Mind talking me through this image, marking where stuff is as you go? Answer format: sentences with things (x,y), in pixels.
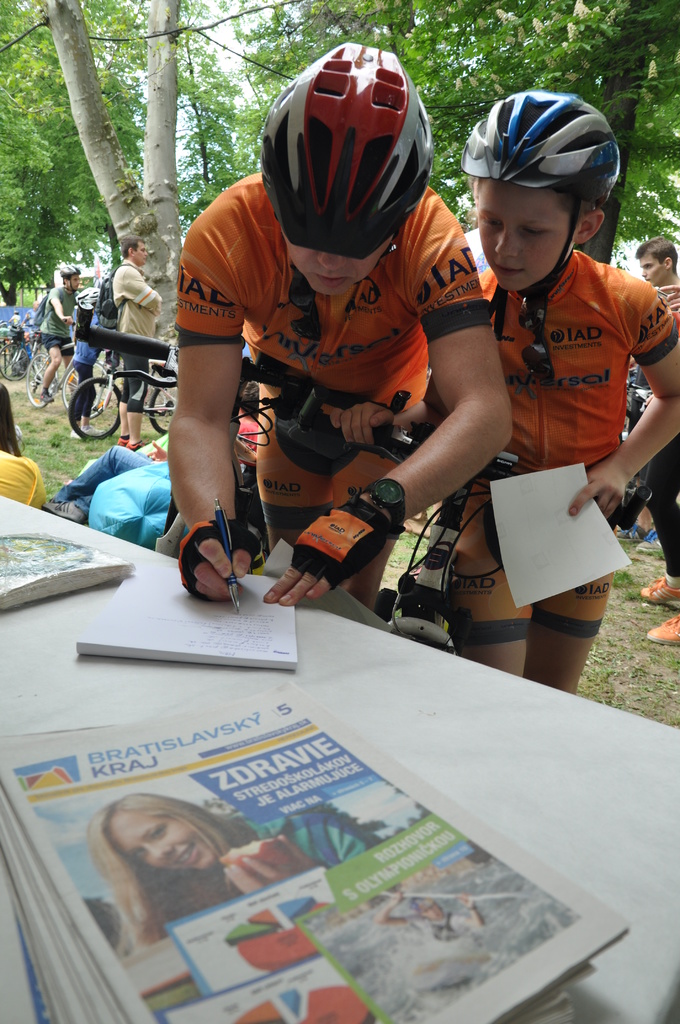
In the image we can see there are people (477,331) standing and they are wearing helmet (380,163). The kid (599,154) is holding papers (506,551) and the person (205,544) is holding pen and is writing on the booklet (236,648). There are newspapers (241,782) kept on the table (466,773). There are other people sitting on the ground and there are people (122,301) sitting on the bicycle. There is ground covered with grass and behind there are trees (637,19).
